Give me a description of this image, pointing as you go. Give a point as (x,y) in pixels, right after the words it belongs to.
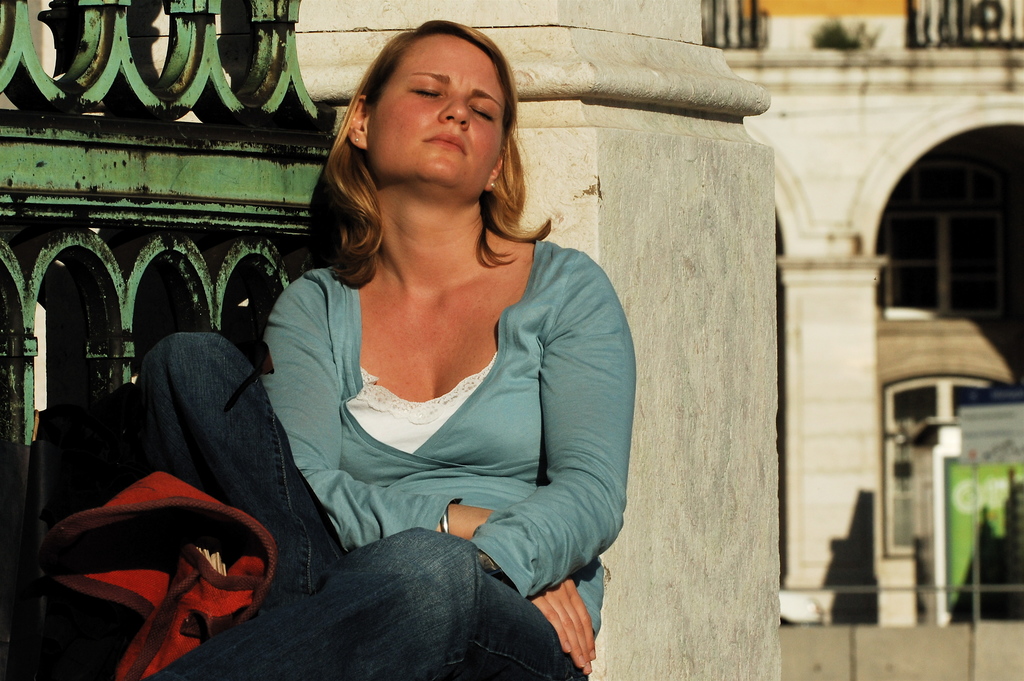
In the foreground of the picture (374,284) there is a woman (332,536) sitting. On the left (15,269) there is a bag (103,528) and railing (206,200). In the center (635,339) there is a pillar (675,440). The background (899,147) is blurred. In the background (902,190) there is a building (899,413).
